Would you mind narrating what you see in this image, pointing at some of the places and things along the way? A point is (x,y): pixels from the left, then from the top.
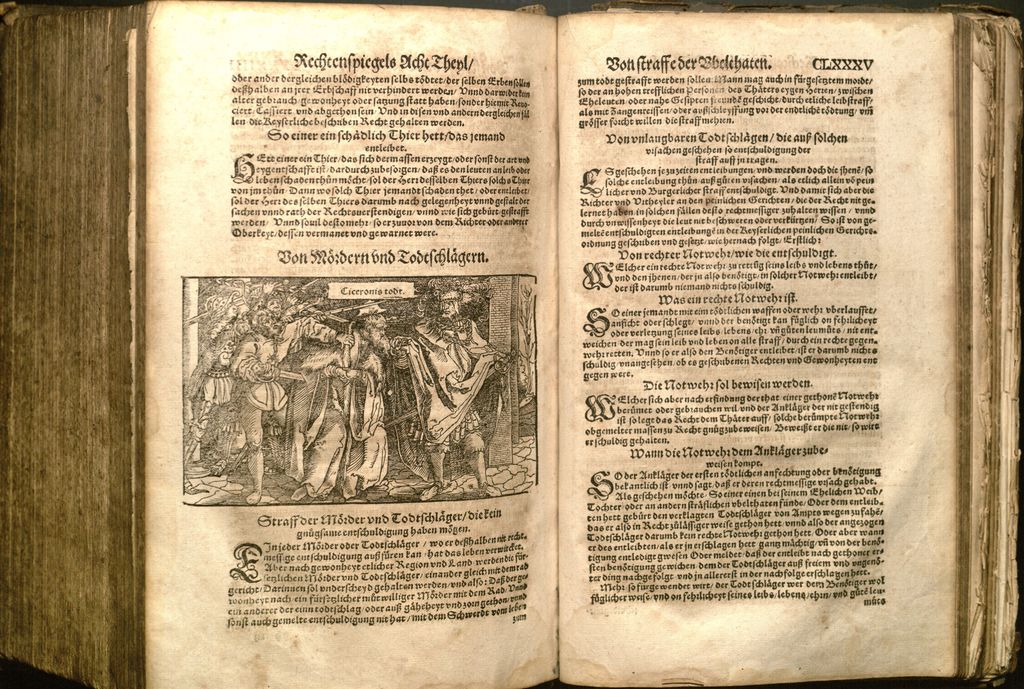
In this picture we can see a close view of the old book (350,368) with photos (370,374) and some matter (421,158) written on it.
